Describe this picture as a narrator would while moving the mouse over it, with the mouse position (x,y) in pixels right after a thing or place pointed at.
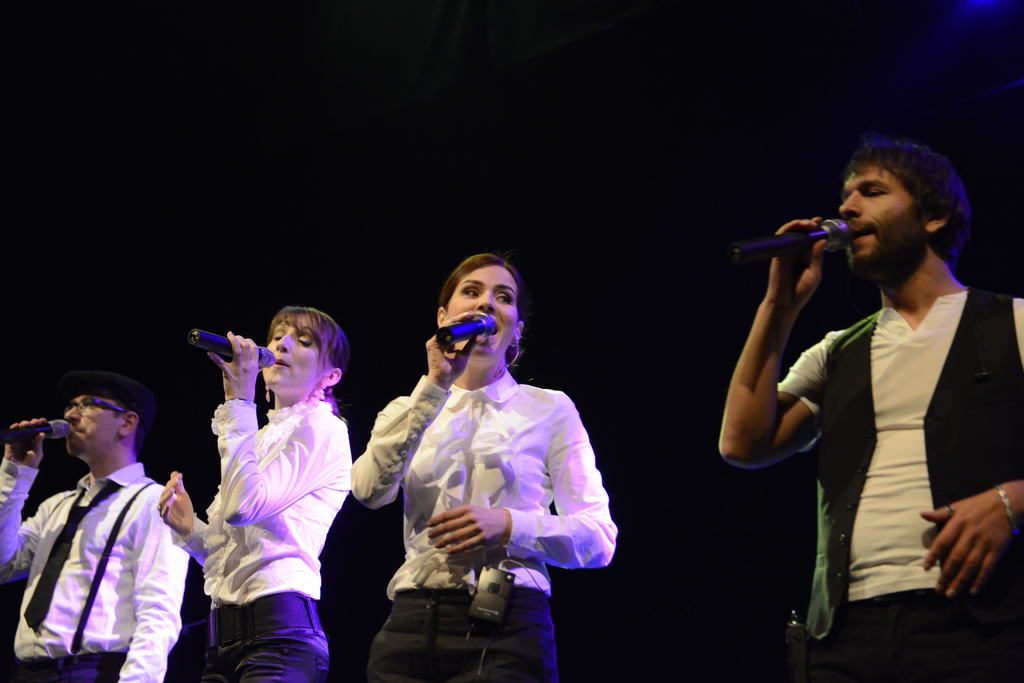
In this image, There are some people (924,413) standing and they are holding some microphones (778,255) which are in black color and they are singing in the microphones (795,250).
